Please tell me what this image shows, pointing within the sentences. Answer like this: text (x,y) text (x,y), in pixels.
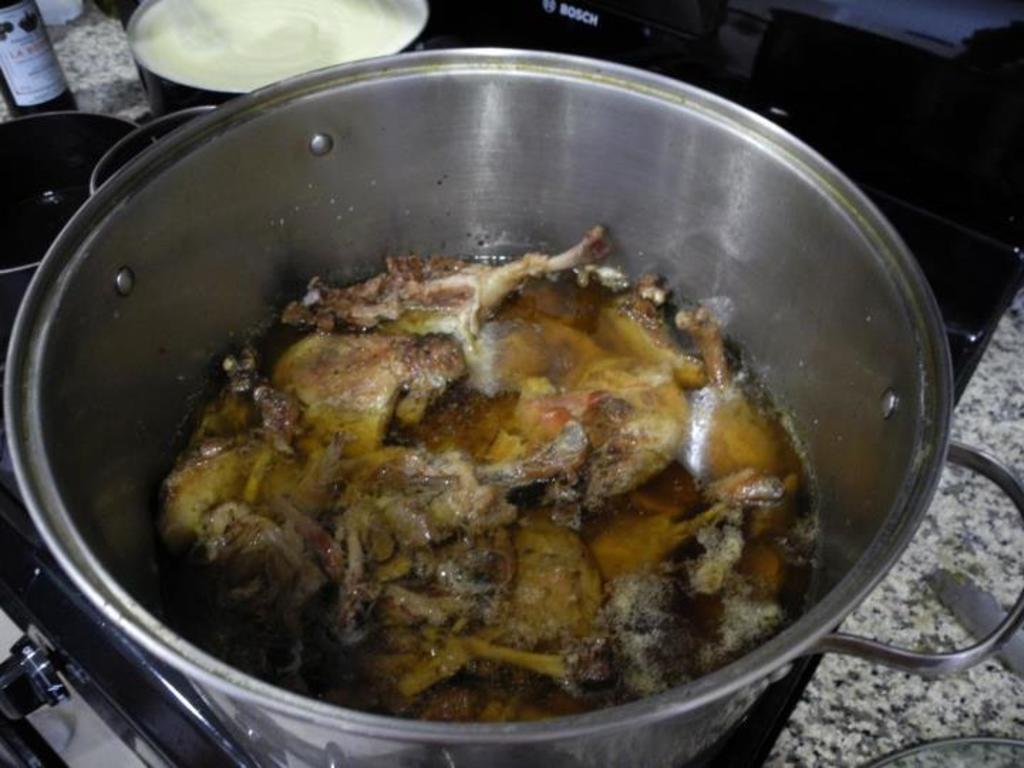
At the bottom of the image (69,665) we can see a stove (141,703). There is a vessel (312,736) containing meat (380,556) placed on the stove (134,672). There are bowls (83,155) and we can see a bottle (44,102) placed on the counter top (857,679).
